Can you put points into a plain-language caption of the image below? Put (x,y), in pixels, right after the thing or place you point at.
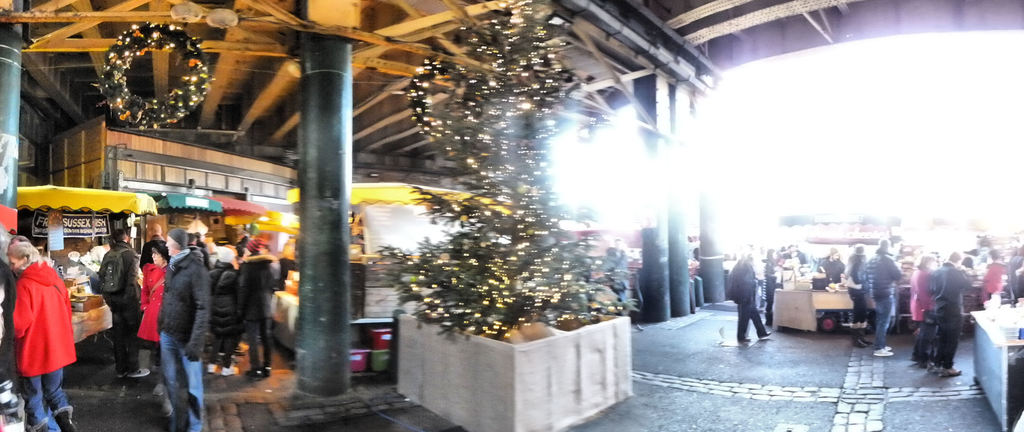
In this image I can see the ground (728,381), number of people (927,280) are standing on the ground (753,377), a Christmas tree (580,271) with number of lights (519,254) on it, a black colored pillar (334,87) and the ceiling (329,15). I can see few tents (144,195) which are yellow, green and red in color. In the background (956,69) I can see the sky (940,63).
